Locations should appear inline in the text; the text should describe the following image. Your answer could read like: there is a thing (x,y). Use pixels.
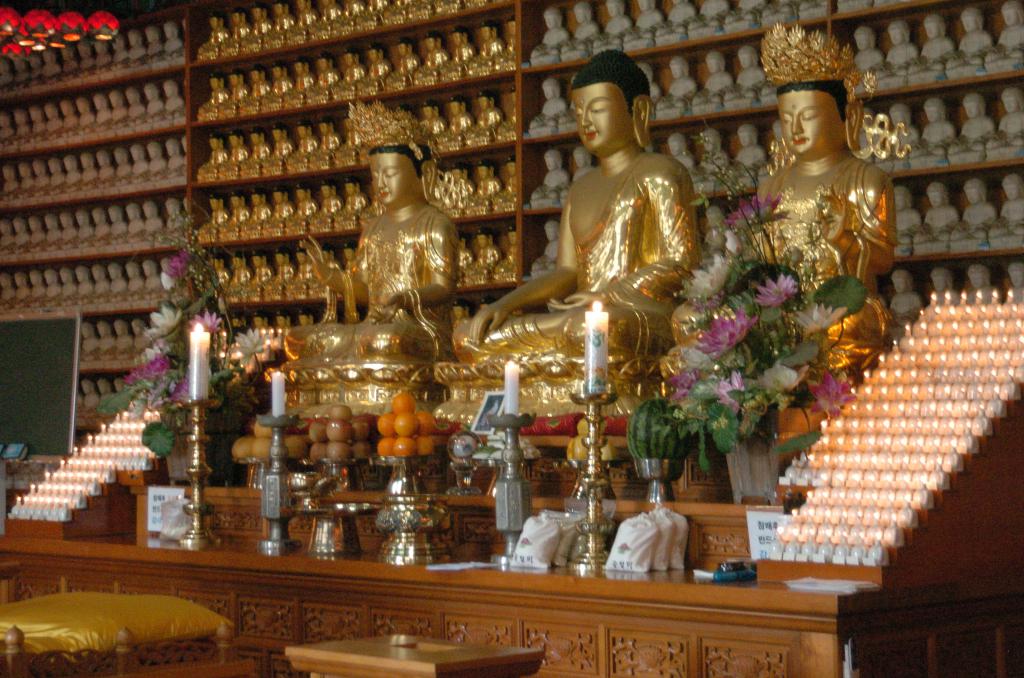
In this image I can see there are three idols (590,249) visible on the table (274,658), in front of idols (552,353) flowering plant (732,398), flower pot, fruits (322,442), candle stand (598,431), candles (62,478), small packets (633,545) kept on table (115,548). in front of table (384,622) there is another small table (415,659), backside of idol (568,353) I can see a rack (83,47), in the rack (1006,83) there are small idols (716,56) visible.
